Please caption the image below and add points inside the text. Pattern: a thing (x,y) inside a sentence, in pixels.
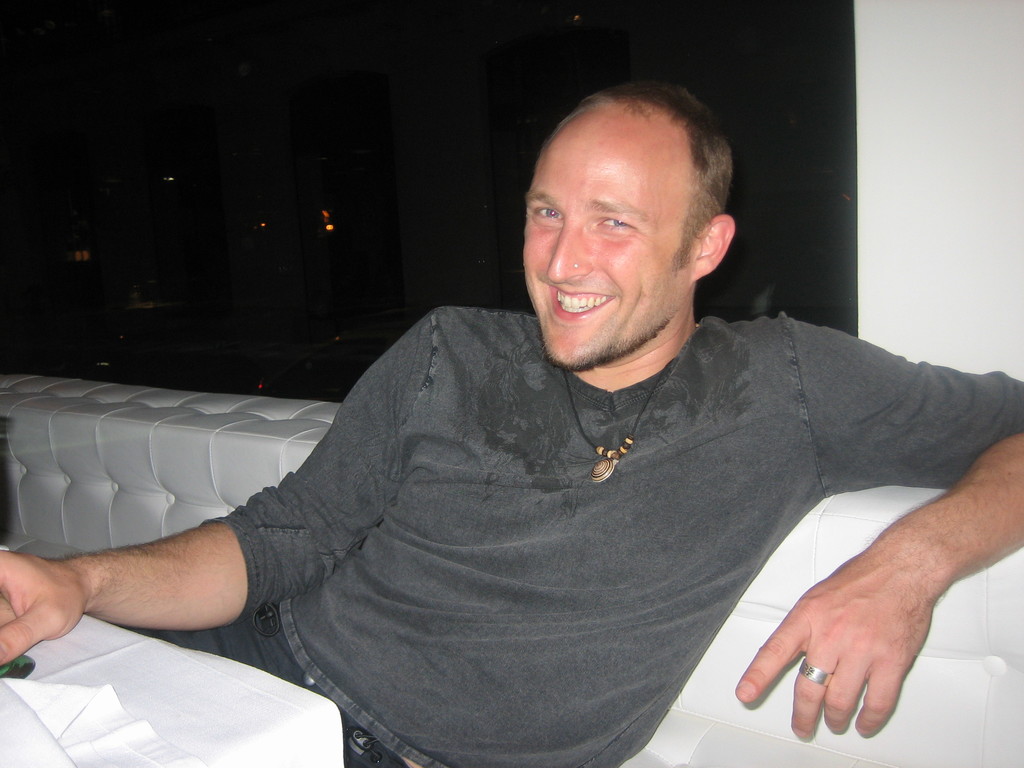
There is a man (330,566) sitting on sofa (148,513), in front of this man (167,599) we can see table (187,654). On the background (881,274) we can see wall (925,253).
